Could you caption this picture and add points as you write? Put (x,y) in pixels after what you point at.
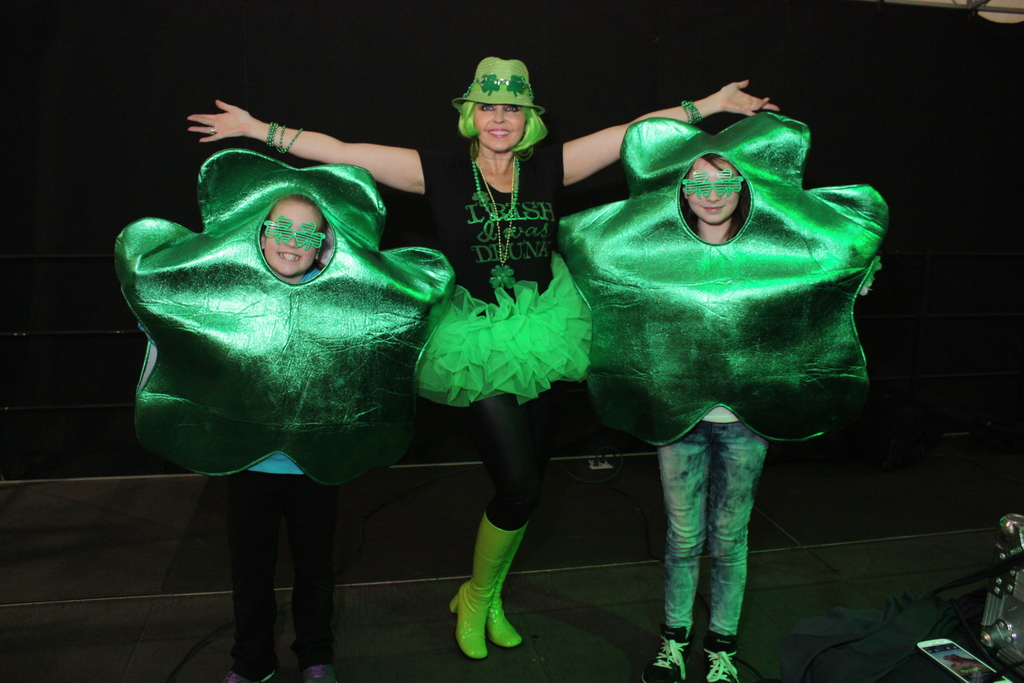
In this picture we can see three people (296,537) on the ground (598,578), here we can see some objects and in the background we can see it is dark.
